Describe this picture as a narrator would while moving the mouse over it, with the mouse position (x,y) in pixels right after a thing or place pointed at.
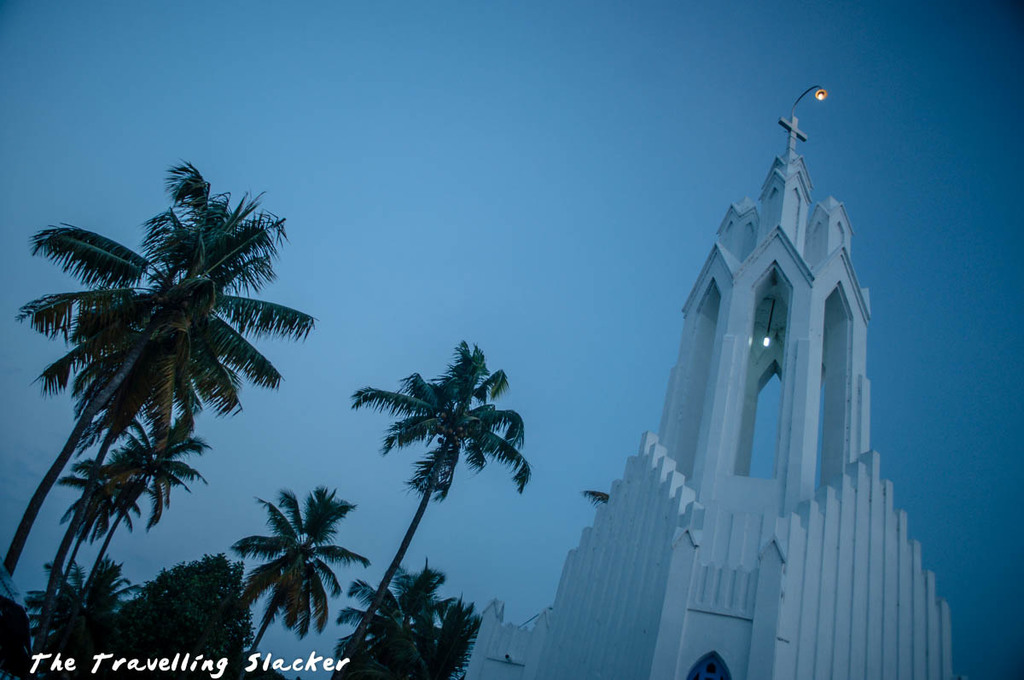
In this picture I can see a building (670,385) and few trees (137,487) and I can see blue sky (461,185) and couple of lights (795,104) and text (274,660) at the bottom left corner of the picture (95,660).
